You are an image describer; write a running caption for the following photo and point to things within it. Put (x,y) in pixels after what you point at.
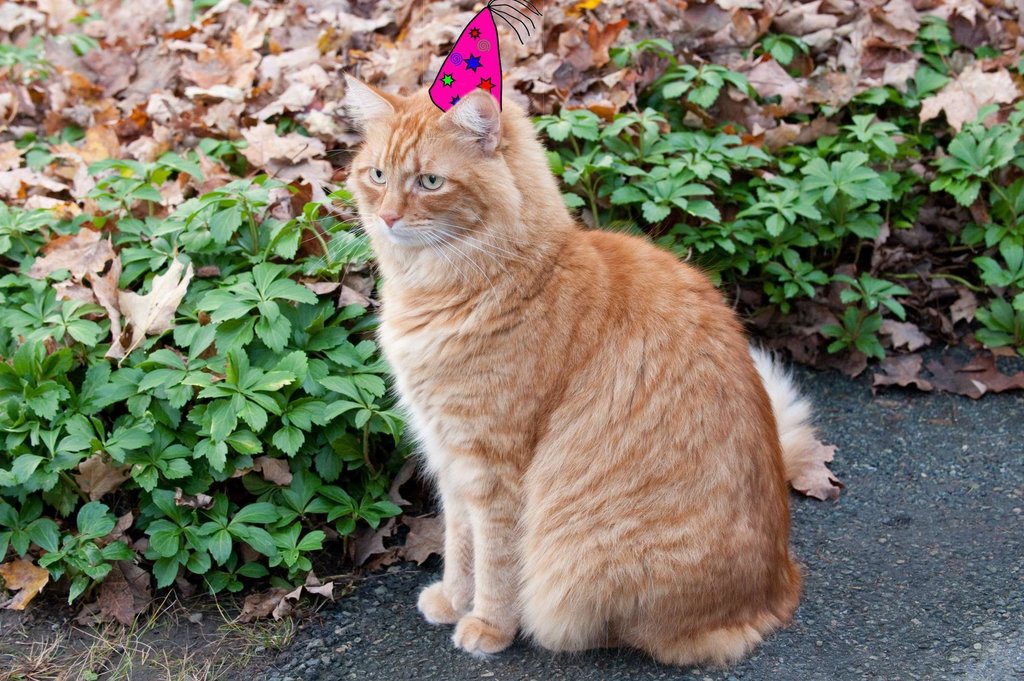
In this picture we can see a cat (555,402) in the front (509,355), in the background (724,237) there are some plants (706,156).
